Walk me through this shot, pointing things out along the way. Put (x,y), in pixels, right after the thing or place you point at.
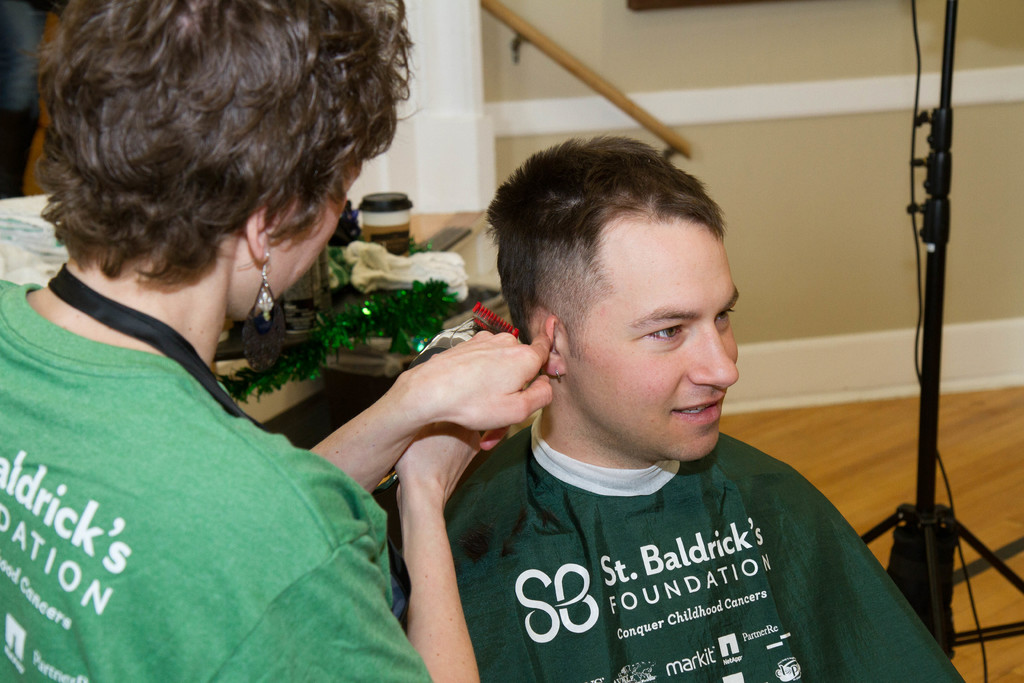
In this picture I can see a woman (517,397) cutting hair (530,187) of a man (622,239) with the help of a trimmer (441,345) and I can see a cup (392,216) and few items (340,283) on the table (235,355) in the back (317,286) and I can see a stand (918,517) on the right side of the picture (904,514).
